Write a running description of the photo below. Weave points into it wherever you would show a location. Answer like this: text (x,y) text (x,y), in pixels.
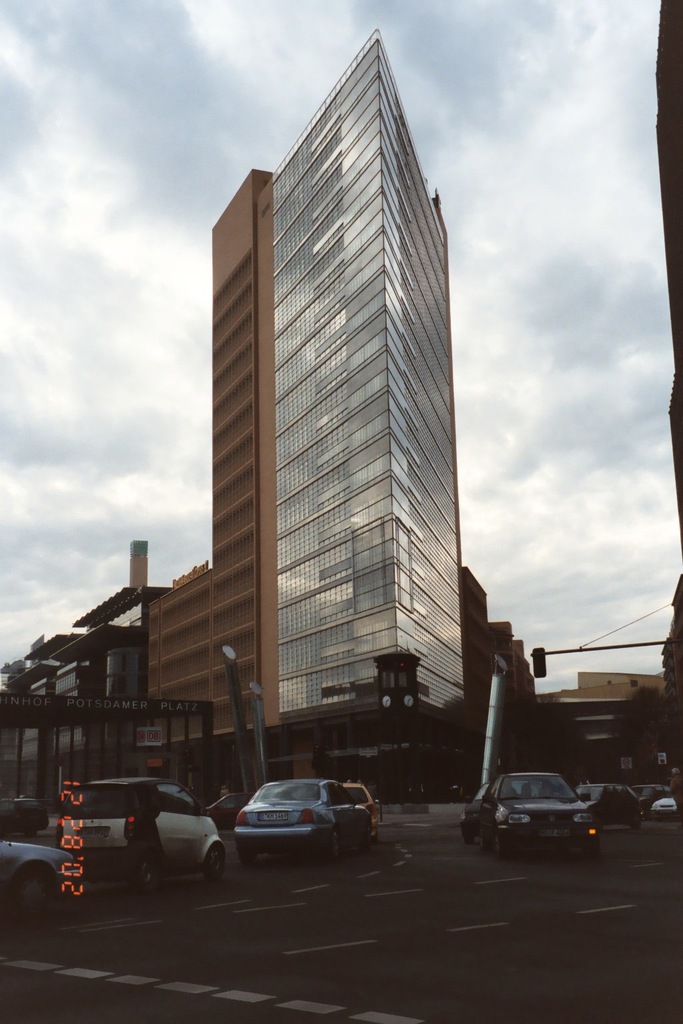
There are vehicles (138,844) on the road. There are buildings (209,760) and traffic signals (537,664).
